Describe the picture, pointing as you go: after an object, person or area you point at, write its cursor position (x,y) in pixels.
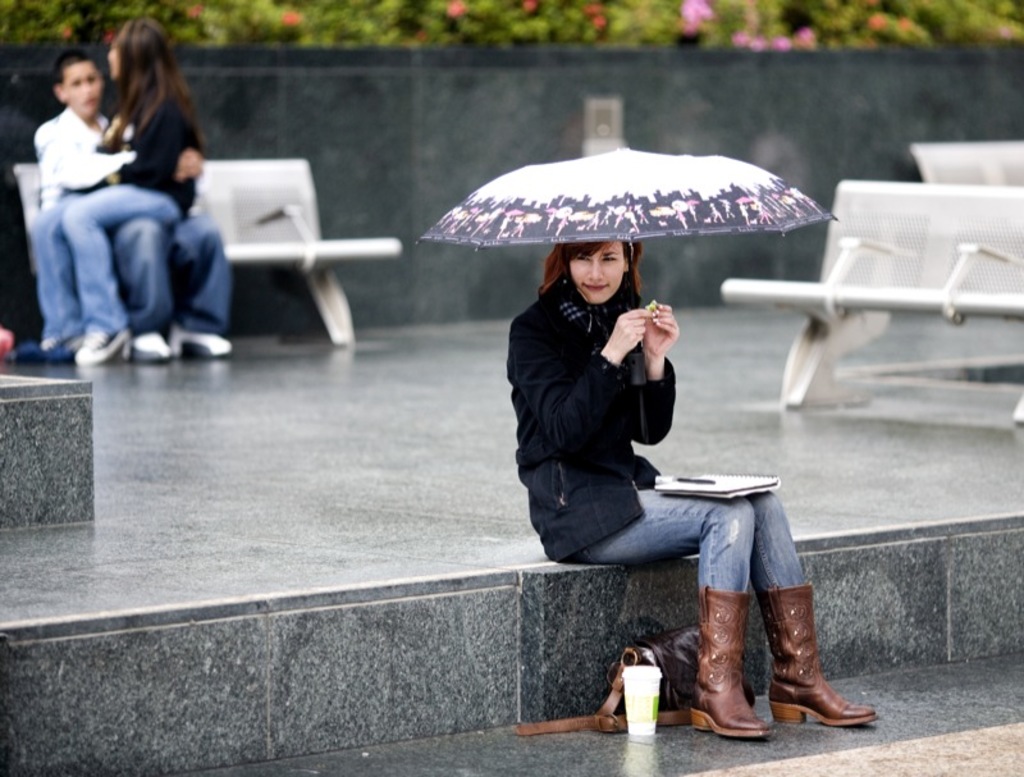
This image is taken in outdoors. In this image there are three people (143,126) two women (699,676) and a man (159,310). In the middle of the image (398,454) there is a floor (373,511) with marbles (779,406). In the right side of the image (894,280) there is a bench (894,297). In the middle of the image (563,508) a woman (786,703) is sitting on the floor (722,471) wearing boots (778,682) and holding an umbrella (598,223) and there is a handbag (656,662) and a tumbler (626,685). At back (103,161) two people (117,175) are sitting and in the background (824,113) there is a wall (838,86) and there are many trees (391,31) with flowers (699,31).
